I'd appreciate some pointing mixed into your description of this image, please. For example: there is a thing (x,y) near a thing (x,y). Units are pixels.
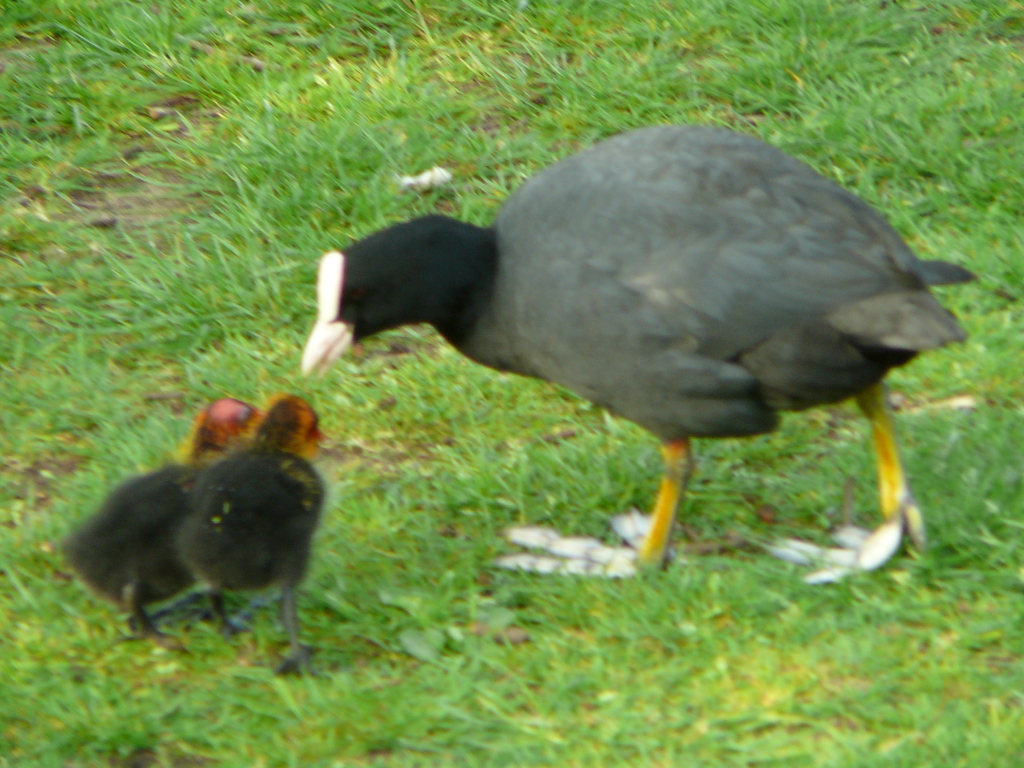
In this picture we can see few birds (581,269) on the grass (669,598).
